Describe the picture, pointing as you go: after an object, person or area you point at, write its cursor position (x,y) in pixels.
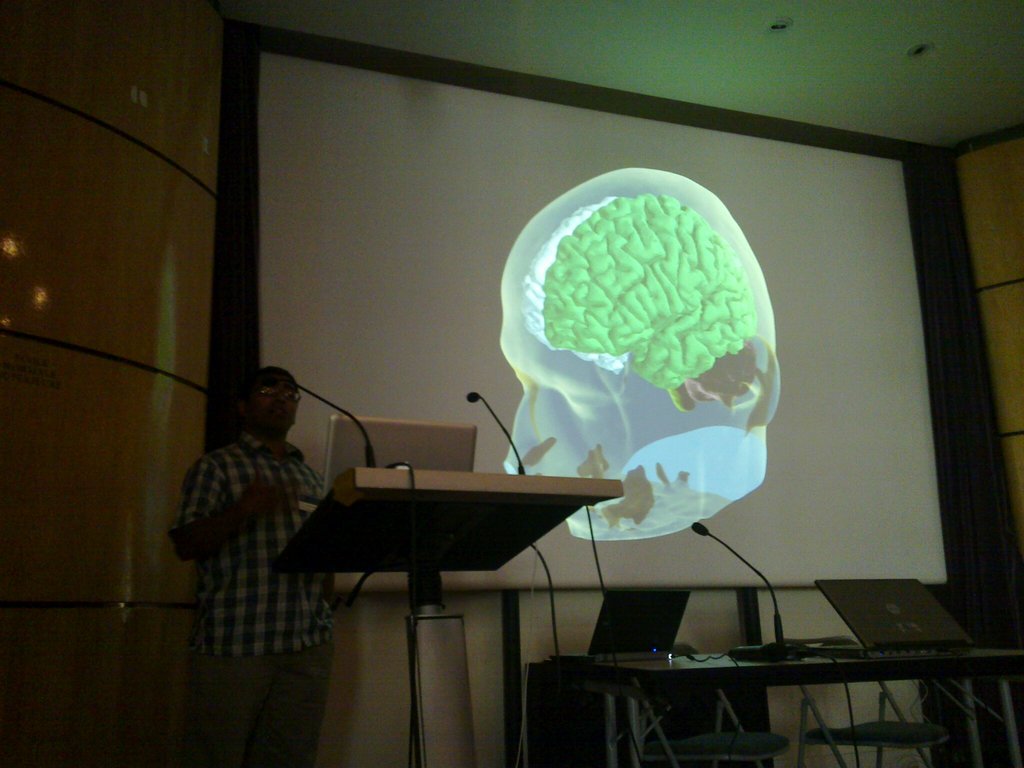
In the foreground of the picture (407,523) there are mics (779,648), chairs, table (759,681), laptops (911,633), podium (444,548) and a person (259,537) standing. In the background (566,404) there is a projector screen (559,257). At the top (462,48) it is ceiling (697,18).
